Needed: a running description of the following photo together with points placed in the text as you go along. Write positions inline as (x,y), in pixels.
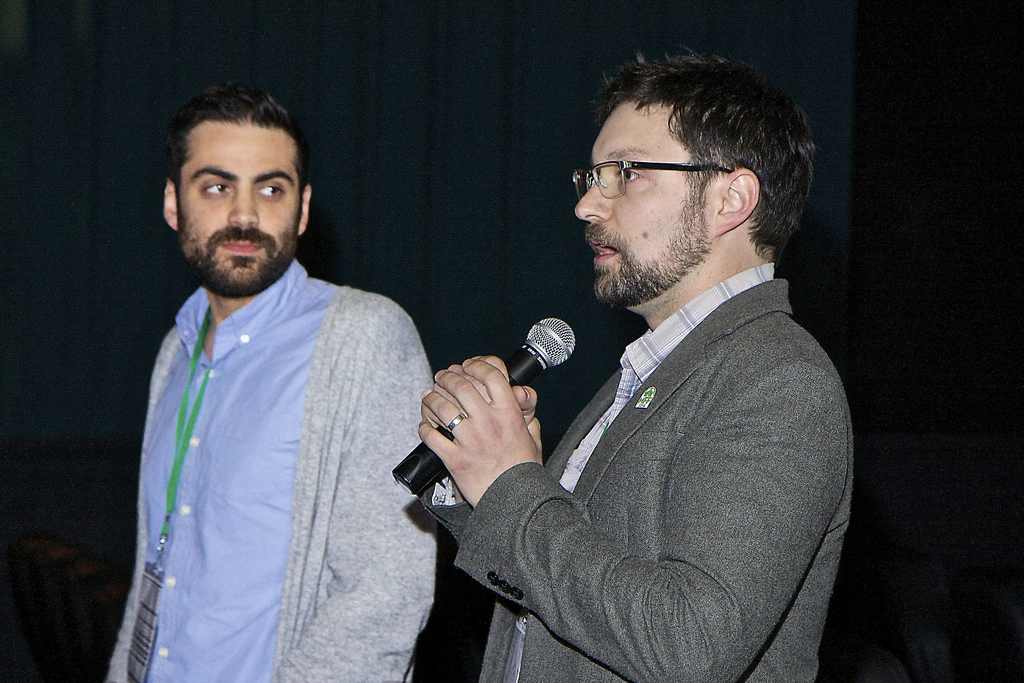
In this image I can see two men (667,632) are standing and one is holding a mic (535,346). I can also see he is wearing a specs (595,188).
